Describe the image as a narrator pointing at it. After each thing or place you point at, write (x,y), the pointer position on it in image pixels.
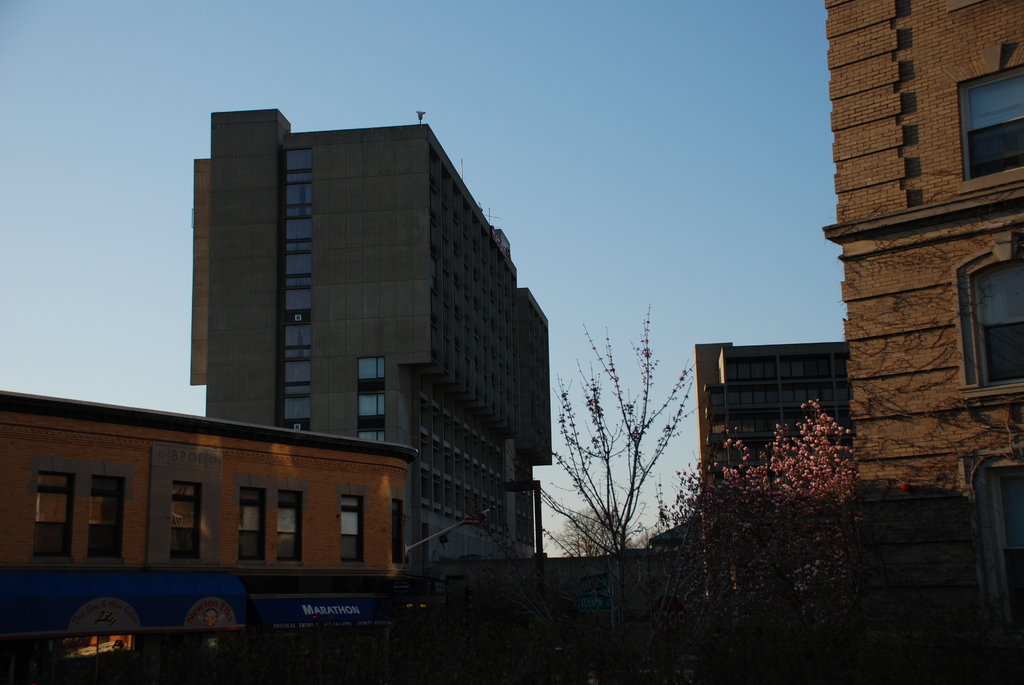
In this picture we can see the buildings (529,330), windows (421,495). At the bottom of the image (203,509) we can see the wall (618,588), boards (301,614), stores (219,632), shed (204,596), light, trees (768,593). At the top of the image (641,111) we can see the sky (776,124).
